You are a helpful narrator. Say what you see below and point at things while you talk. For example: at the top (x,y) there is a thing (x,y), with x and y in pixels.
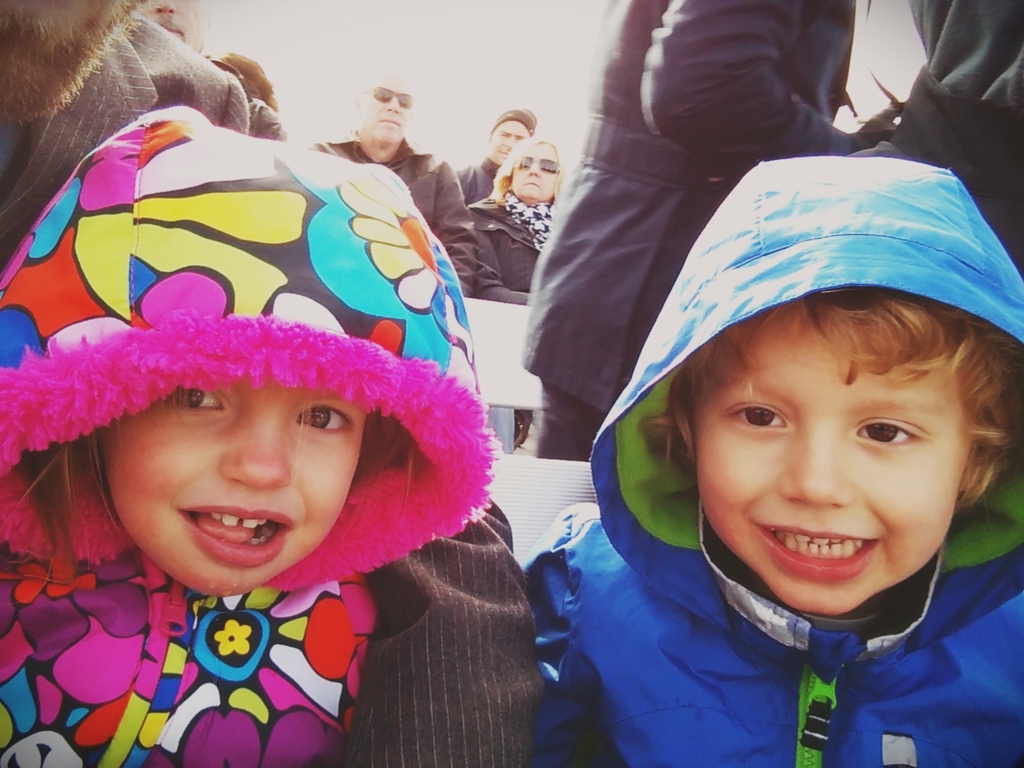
In this image there are two kids (395,509), there are persons (469,193) sitting, there are persons (695,108) truncated towards the right of the image (837,80), there are person (123,59) truncated towards the left of the image (114,74), the background of the person (95,87) is white in color.
